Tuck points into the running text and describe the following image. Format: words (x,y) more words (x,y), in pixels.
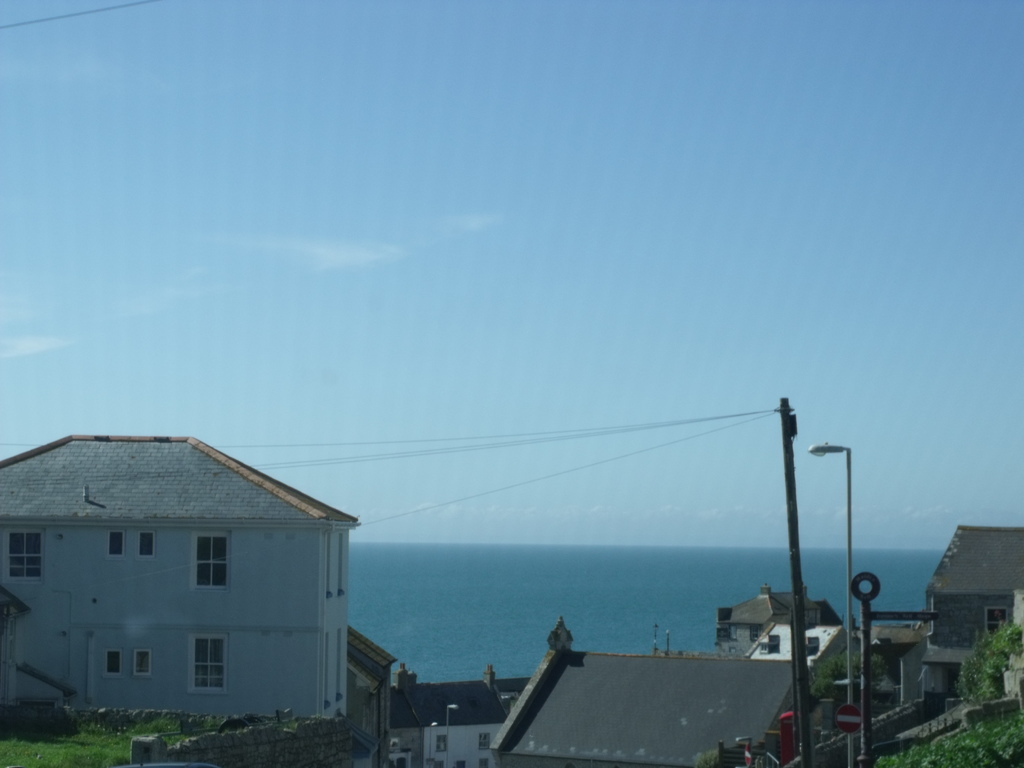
In the picture I can see the houses (659,716) and glass windows (150,657). I can see an electric pole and a light pole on the right side (851,671). In the background (628,560), I can see the ocean (601,559). There are clouds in the sky (561,221).
